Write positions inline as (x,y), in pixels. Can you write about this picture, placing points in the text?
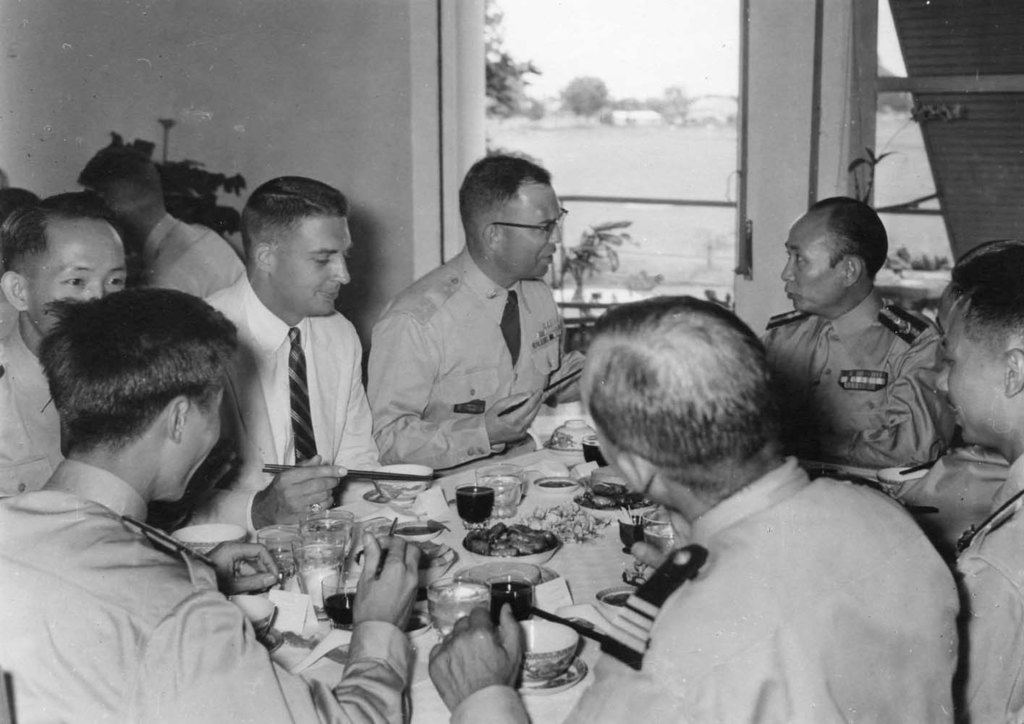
In this picture there are a group of people (133,210) sitting at the table (338,657), on the table (606,568) there are some bowl (527,535) of food plates (570,675) the background (146,51) is a wall (388,84) there is a window (588,119).
